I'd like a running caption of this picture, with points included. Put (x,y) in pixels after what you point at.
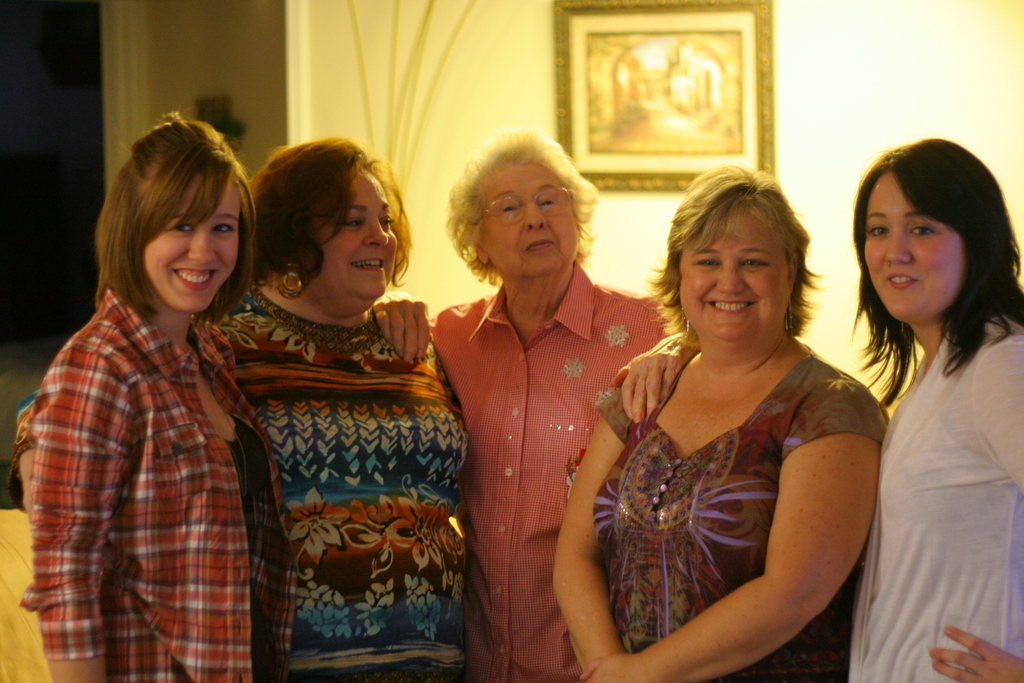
In the image we can see five women (449,428) standing, wearing clothes (625,532) and they are smiling, and some of them are wearing earrings (294,275). Behind them there is a frame (664,74) stick to the wall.
